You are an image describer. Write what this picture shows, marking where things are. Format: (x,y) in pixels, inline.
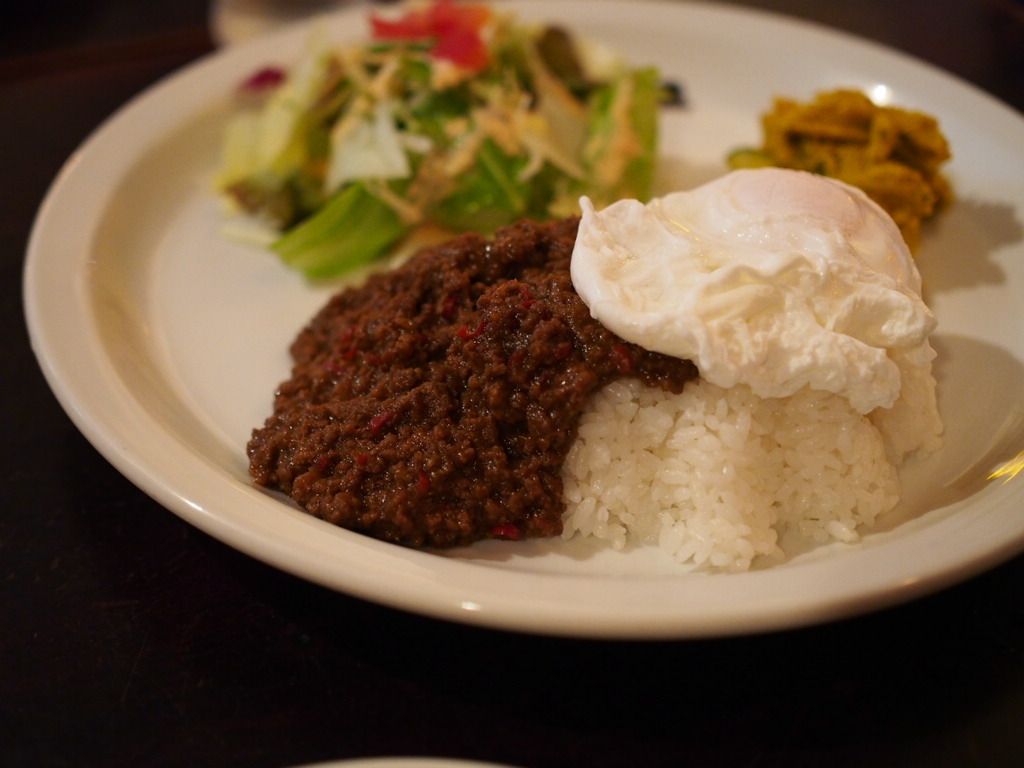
In this image I can see a food (726,251) in the white plate (246,306). Food (531,283) is in brown, white, green, orange and red color. Background is black in color.
